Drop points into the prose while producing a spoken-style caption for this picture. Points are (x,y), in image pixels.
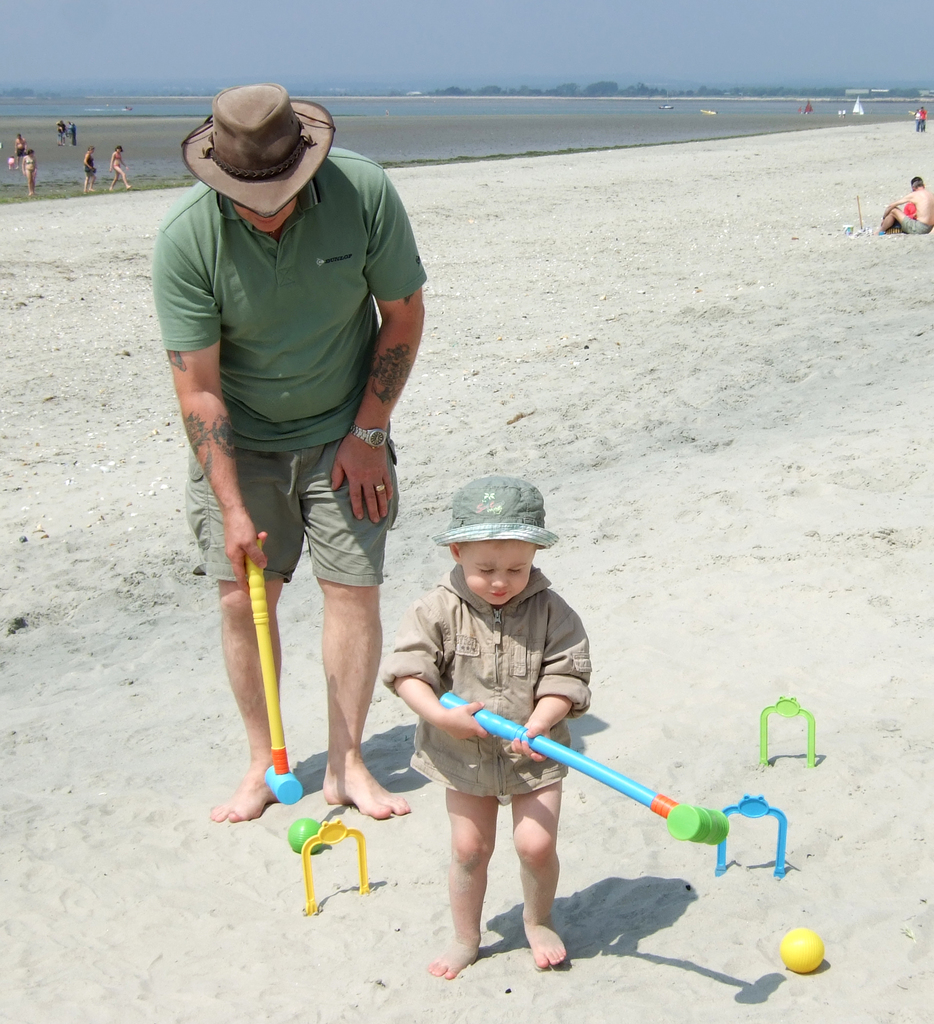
In this image, I can see the man (348,674) and a boy (490,670) standing and holding the toys (644,798). I can see the sand (749,358). On the right side of the image (915,228), there is a person (925,199) sitting. On the left side of the image (60,129), I can see a group of people (85,178) standing. At the top of the image (201,32), this is the sky (740,29).
